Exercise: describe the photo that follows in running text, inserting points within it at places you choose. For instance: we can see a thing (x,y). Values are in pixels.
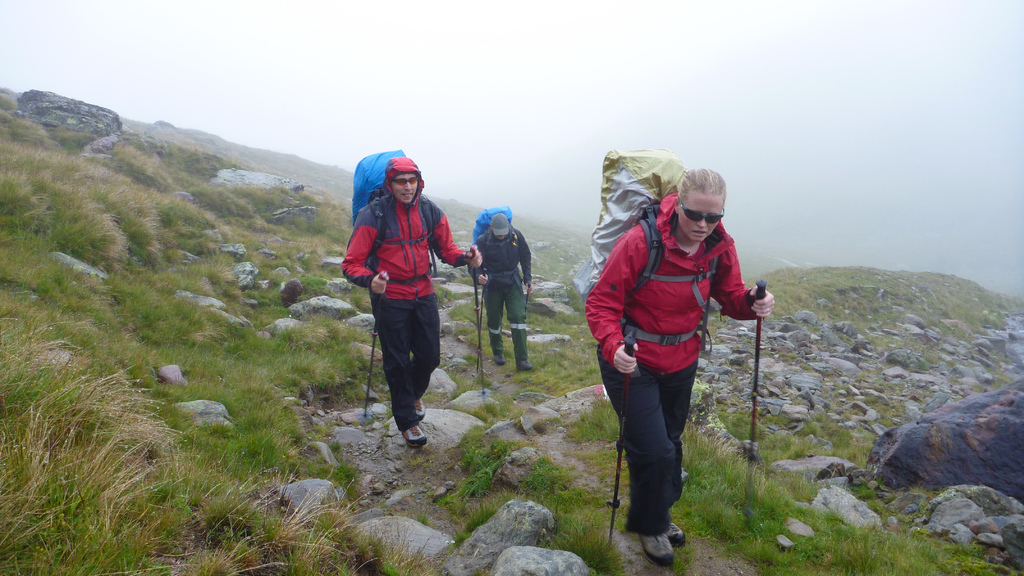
In this picture we can see three persons (490,296) are walking, there are carrying bags (592,266) and holding sticks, at the bottom (865,502) there are some stones (525,415) and grass (168,509), we can also see rocks (352,321), there is fog (574,93) in the background (507,98).
